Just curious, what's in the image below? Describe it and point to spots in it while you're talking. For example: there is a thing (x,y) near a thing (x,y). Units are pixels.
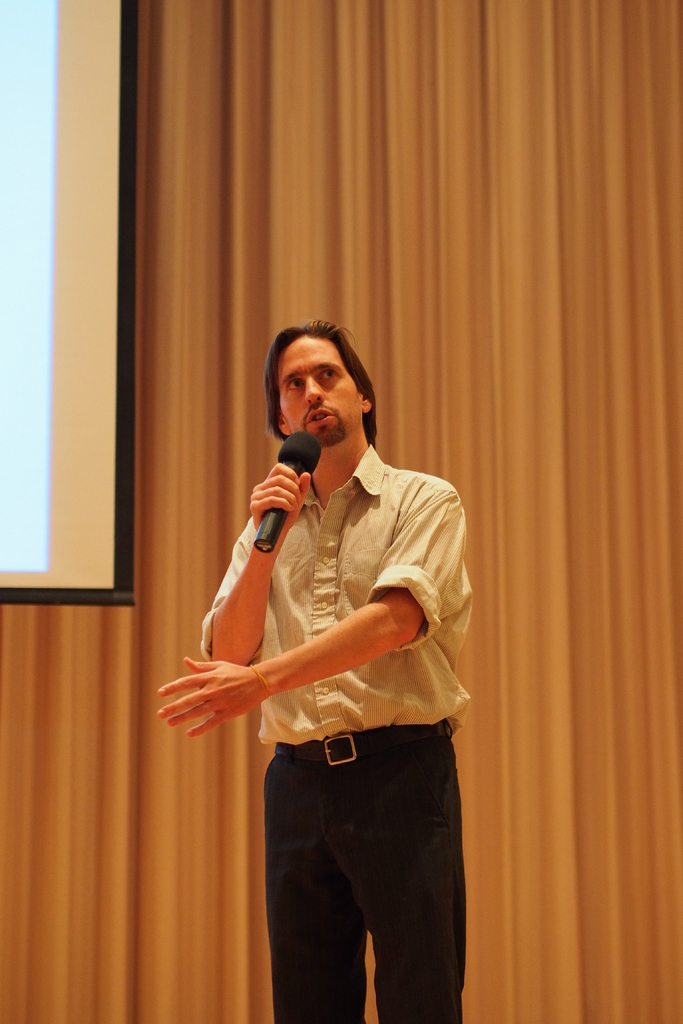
In this picture there is a man (372,798) standing and holding a microphone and talking. In the background of the image (199,381) we can see screen (96,425) and curtain (151,735).
